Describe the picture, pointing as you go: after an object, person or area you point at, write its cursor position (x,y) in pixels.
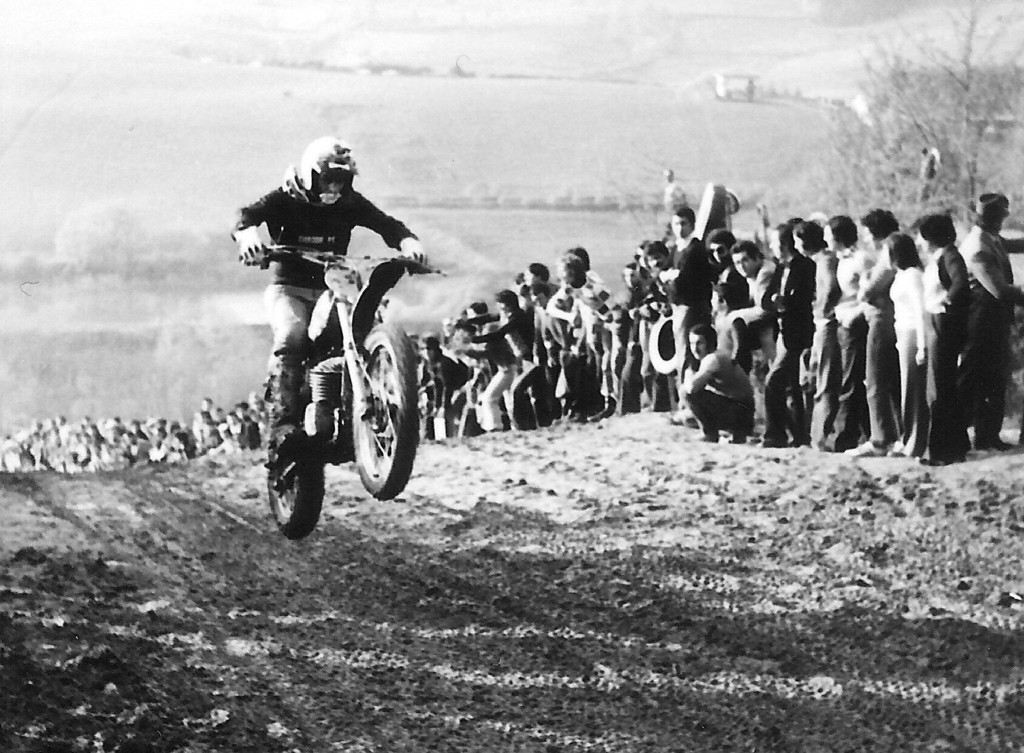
In this image there are group of people (711,330) and a motorcyclist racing and doing wheelie and at the background (575,200) there are trees (856,127).
